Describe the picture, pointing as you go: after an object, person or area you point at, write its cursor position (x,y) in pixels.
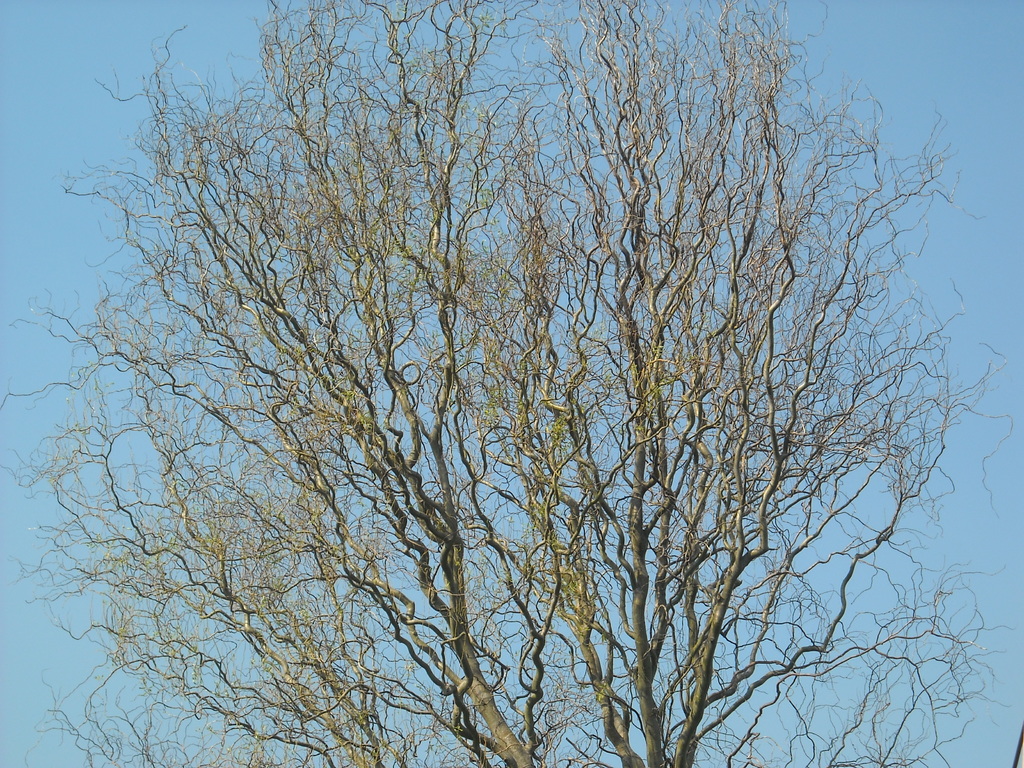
In this image I can see the dry tree (583,323). The sky (880,50) is in blue color.
